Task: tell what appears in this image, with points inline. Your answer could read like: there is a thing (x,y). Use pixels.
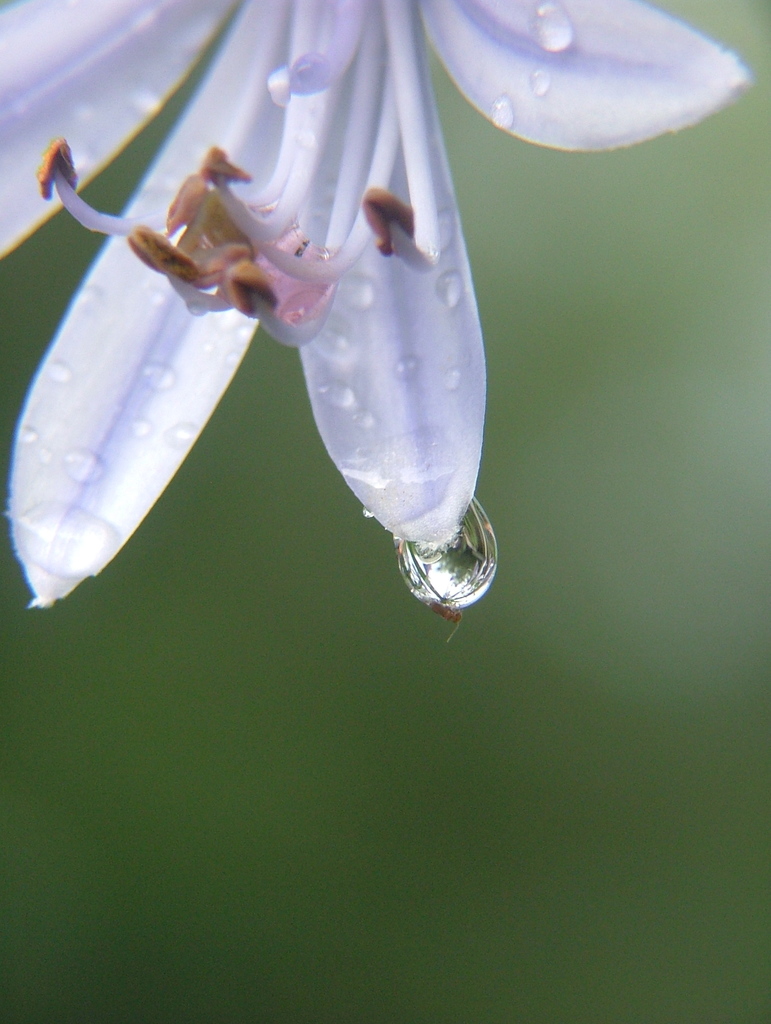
In this image we can see the dew (447,579) on the white color flower (329,312). Here we can see the water drop (448,552) through which we can see the reflection (458,554) of the trees (474,540). This part of the image is blurred, which is in green color.
